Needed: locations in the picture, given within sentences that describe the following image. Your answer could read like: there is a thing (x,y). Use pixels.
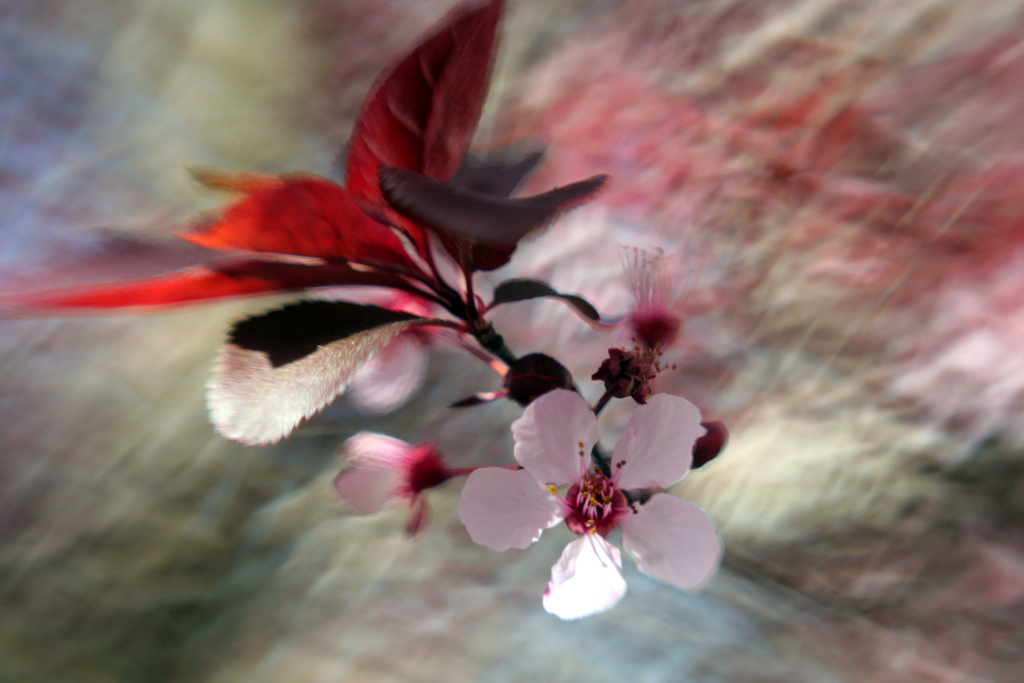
This is a plant (609,494) with flower (655,519).
